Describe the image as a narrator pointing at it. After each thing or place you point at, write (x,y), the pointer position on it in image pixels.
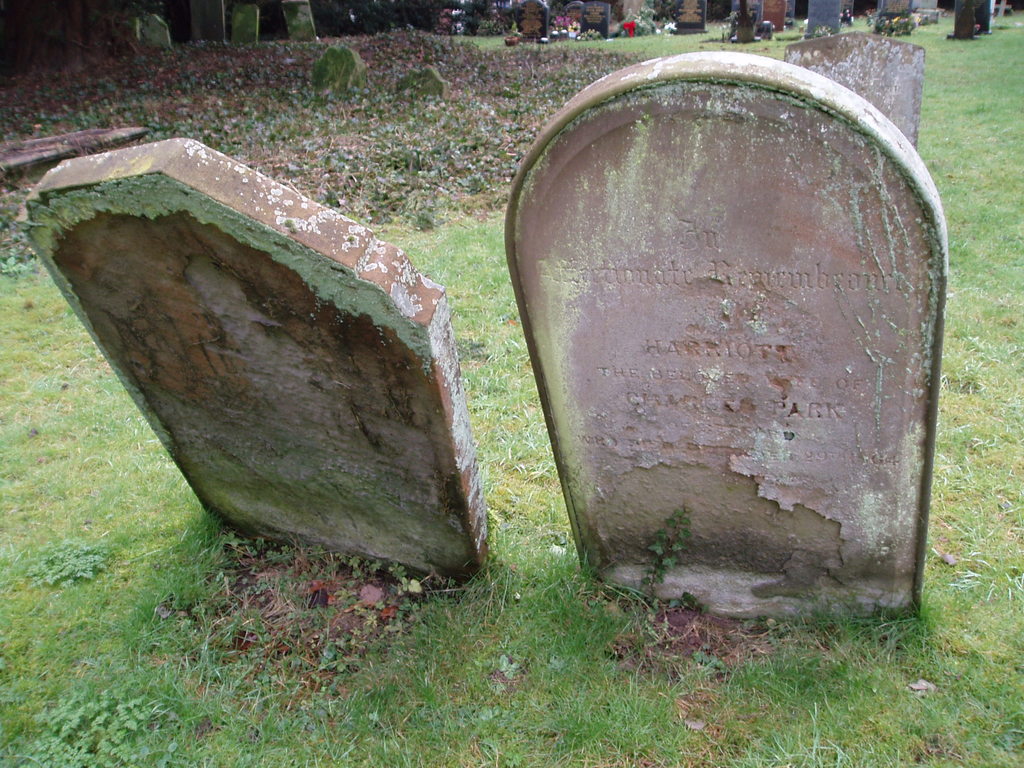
In this picture there are two head stones (568,412) on a greenery ground (587,612) and there are few other head stones (567,15) in the background (567,15).
